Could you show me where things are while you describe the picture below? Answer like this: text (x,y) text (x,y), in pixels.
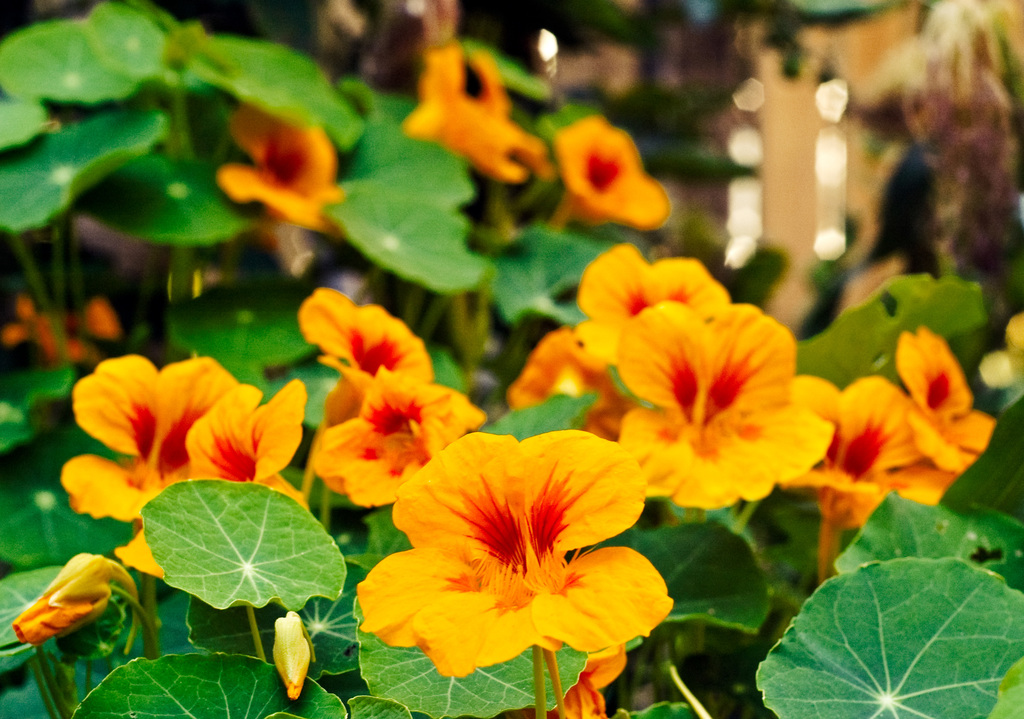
In this image we can see some flowers (191,445), buds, plants (390,197), and the background (872,18) is blurred.
